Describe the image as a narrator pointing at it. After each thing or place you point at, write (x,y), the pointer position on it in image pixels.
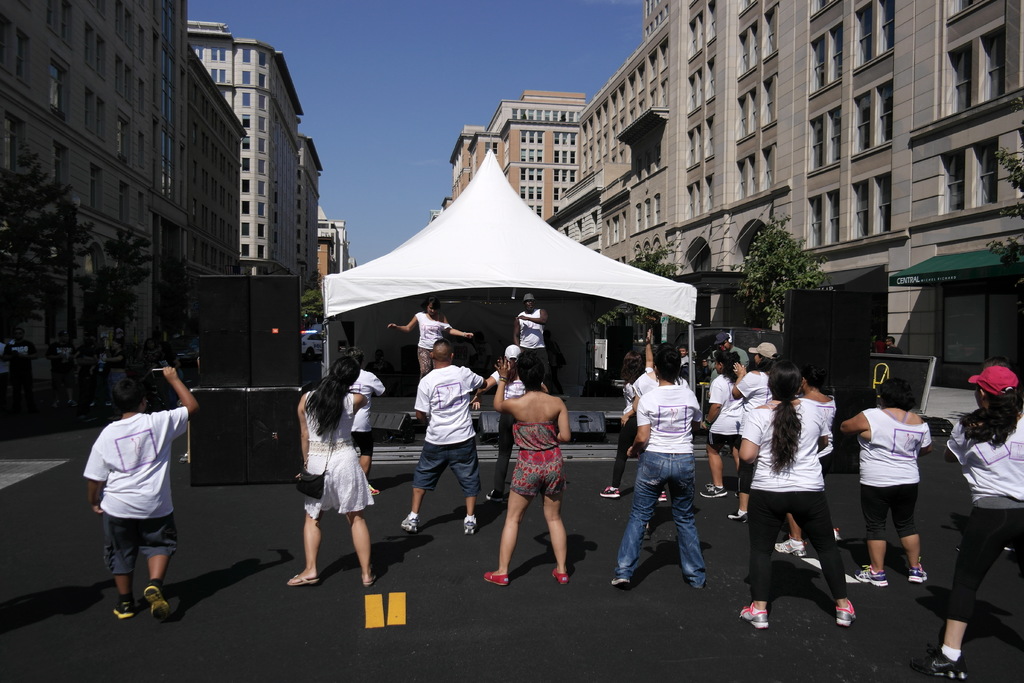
In this image in the foreground (733,437) people (956,434) are dancing. There are speakers (231,317) here. Here is a tent (578,275), in the tent (561,270) there are two people (422,331). In the background (784,139) there are trees (108,323), buildings (476,158) and sky (418,153).
